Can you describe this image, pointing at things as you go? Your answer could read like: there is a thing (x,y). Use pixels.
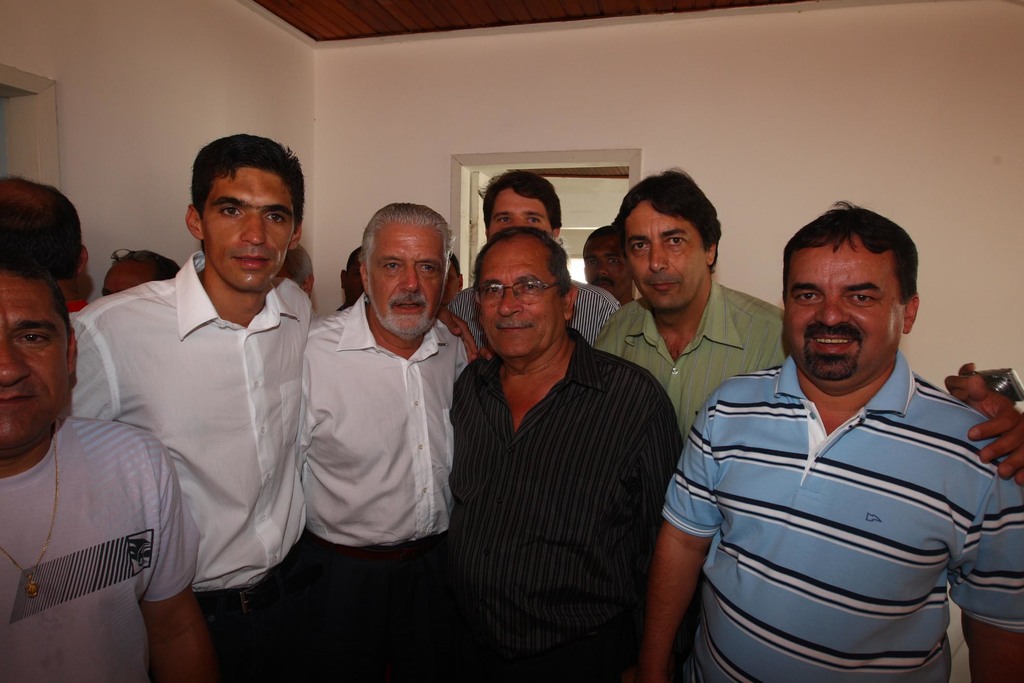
In the picture we can see a group of people (316,527) standing on the floor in the house (739,157), they are holding each other and smiling and in the background (766,284), we can see a wall (519,100) which is white in color and exit (587,188) and to the ceiling (518,5) we can see some part of wooden planks (398,24).
